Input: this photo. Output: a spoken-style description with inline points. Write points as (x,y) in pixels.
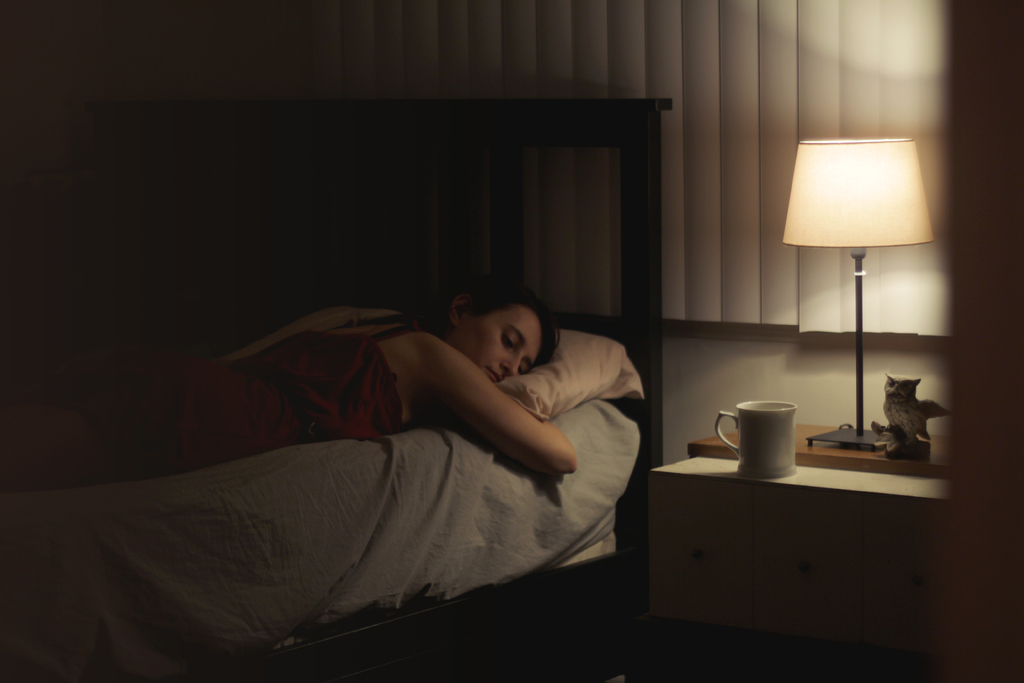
In this picture there is a lady (551,461) who is lying on the bed (240,301) at the left side of the image (99,441) and there is a lamp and a mug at the right side of the image (792,431) on the desk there is a curtain (413,66) at the center of the image (588,253).
